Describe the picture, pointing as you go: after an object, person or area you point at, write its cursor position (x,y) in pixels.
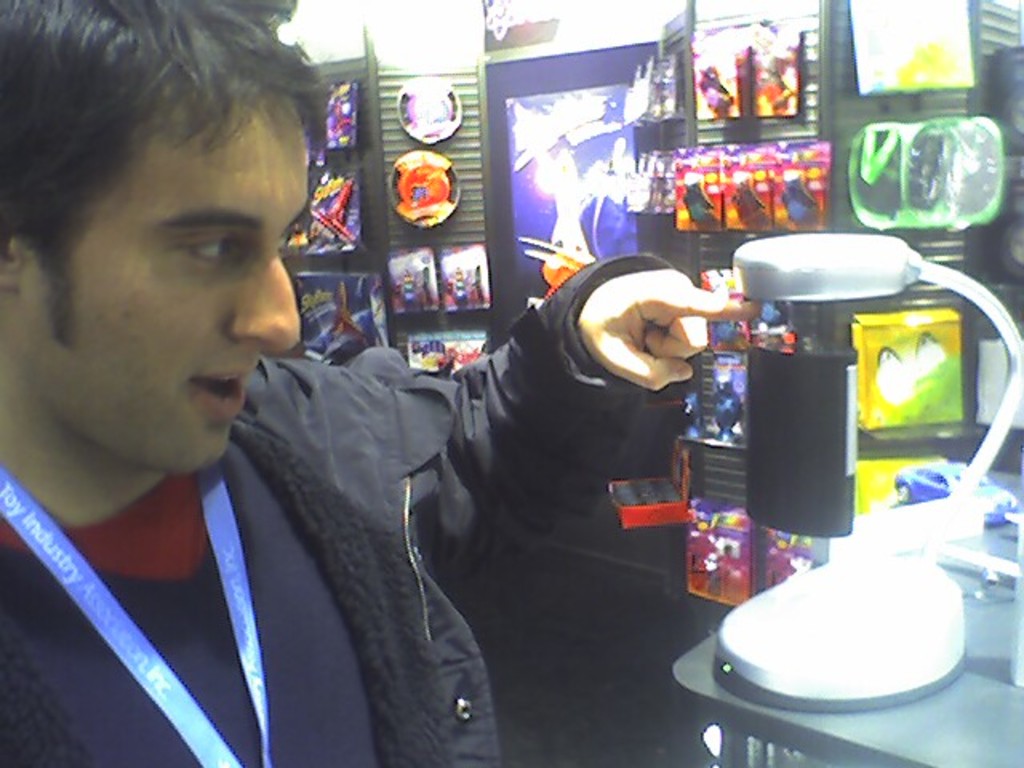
In the picture I can see a person (348,509) wearing black jacket (349,521) is standing in the left corner (317,606) and there is an object (811,444) in front of him in the right corner (864,582) and there are some other objects (509,119) in the background (719,200).
